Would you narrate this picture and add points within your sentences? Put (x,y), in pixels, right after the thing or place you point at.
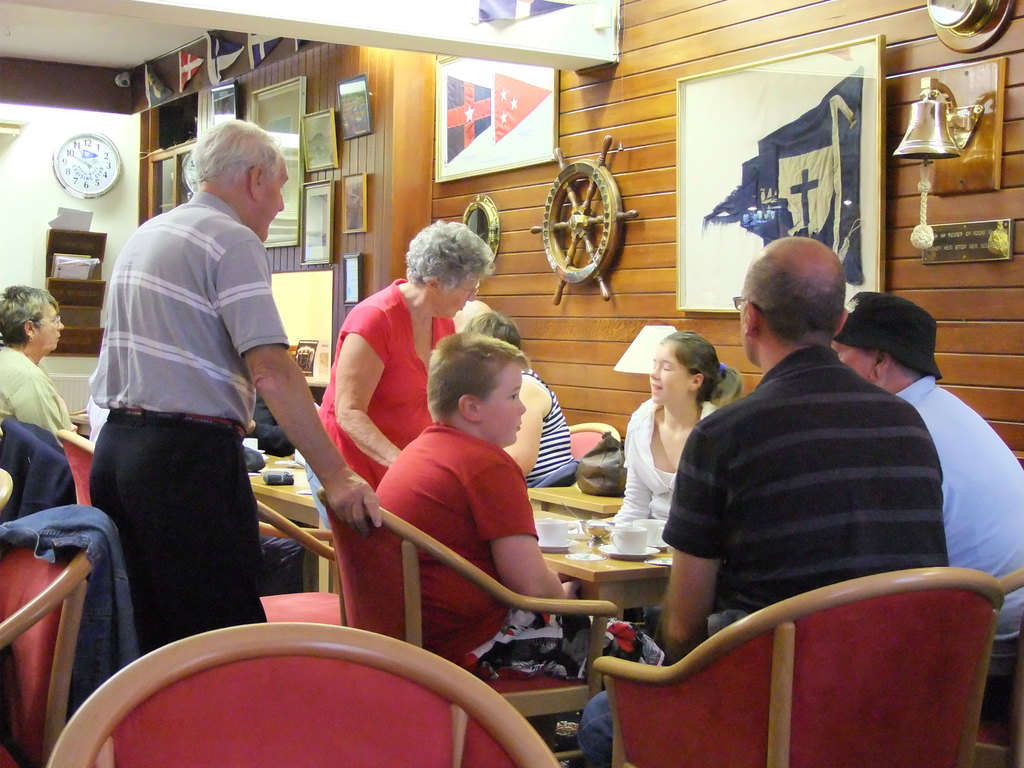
In this image, There are some chairs (369,728) which are in red color, There are some people (929,487) sitting on the chairs (685,656), there is a table (545,544) which is in yellow color on that table (564,544) there are white color glasses (551,543), There are some people (373,501) standing, In the background (345,307) there is a brown color wall (1015,123) on that wall (1011,80) there is a picture (762,178) and there is a brown color object (577,236), In the left side (15,221) there is a wall (64,202) in white color on that wall (102,205) there is a clock (106,164) in white color.
